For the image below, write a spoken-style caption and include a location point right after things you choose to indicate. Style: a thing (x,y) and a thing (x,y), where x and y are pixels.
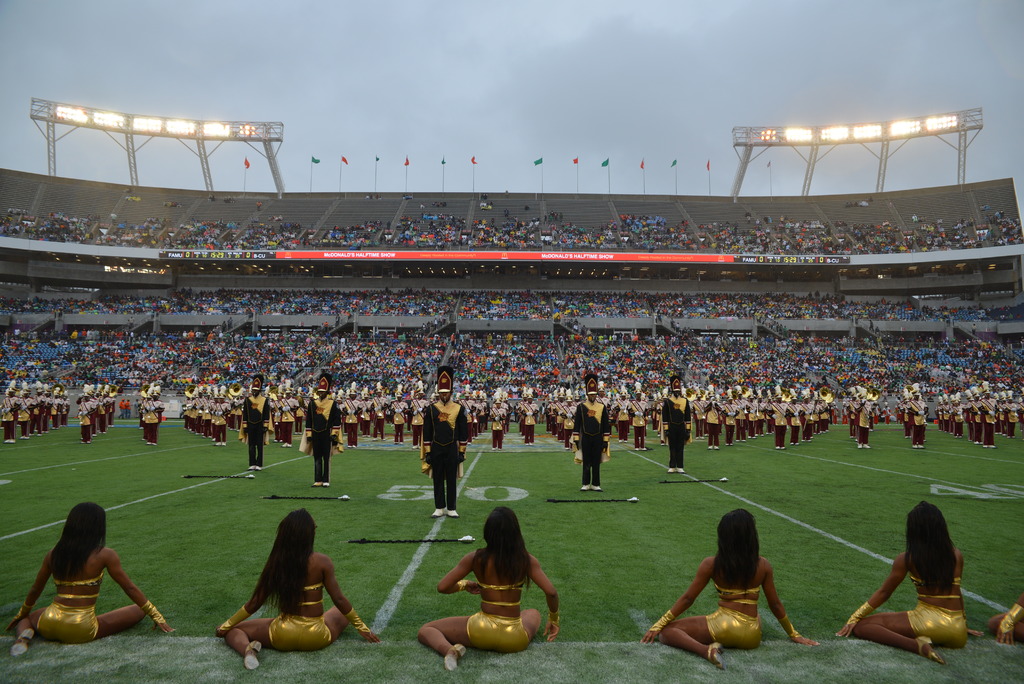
In this image I can see group of people (492,419) some are standing and some are sitting. Background (757,109) I can see few boards (422,259) in red color, multi color flags (250,165), lights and sky (641,130) is in white color.
